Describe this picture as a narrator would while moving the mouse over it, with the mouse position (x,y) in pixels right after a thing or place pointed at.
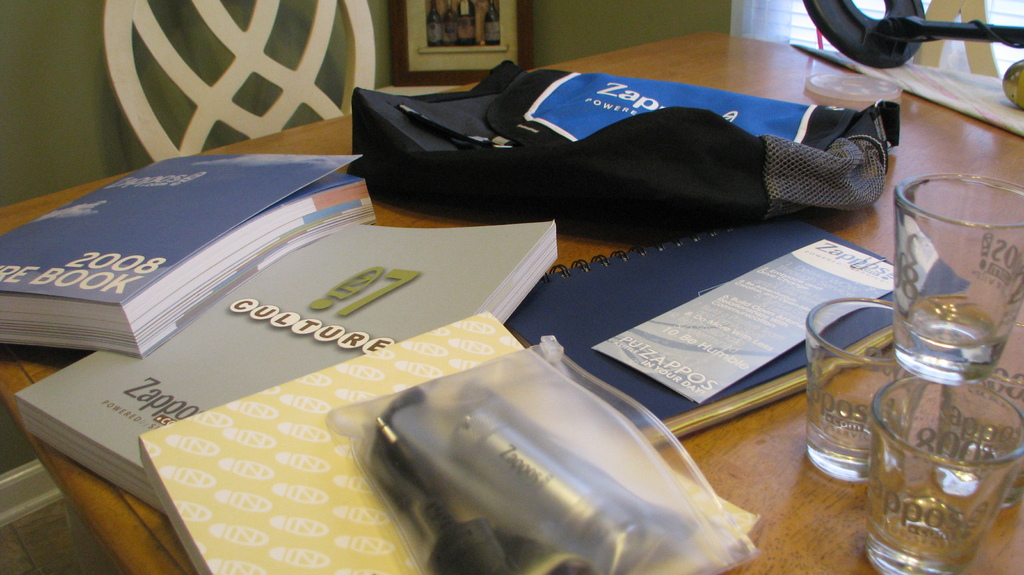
In this image there is a floor (52,561) at the bottom (53,558). There is a table (170,572) and there are books (130,377), glasses (879,323), bags (639,110) and other objects (1022,130) on the table (728,84) in the foreground (547,142). There is a window (1012,17), curtain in the right corner (1004,4). There is a chair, frame (499,50), wall (565,9) in the background (225,84).
